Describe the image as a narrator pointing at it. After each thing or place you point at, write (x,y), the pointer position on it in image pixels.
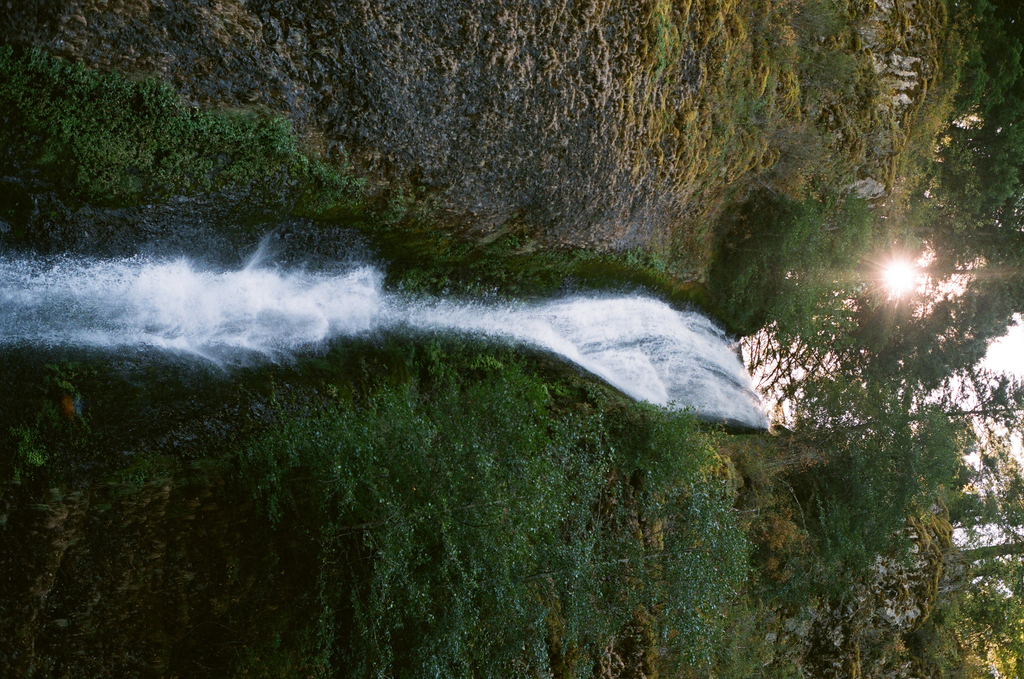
In this picture we can see a small waterfall (322,310) in the front (355,329). On both sides we can some trees (931,411). On the top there is a sky (962,409) and sun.
